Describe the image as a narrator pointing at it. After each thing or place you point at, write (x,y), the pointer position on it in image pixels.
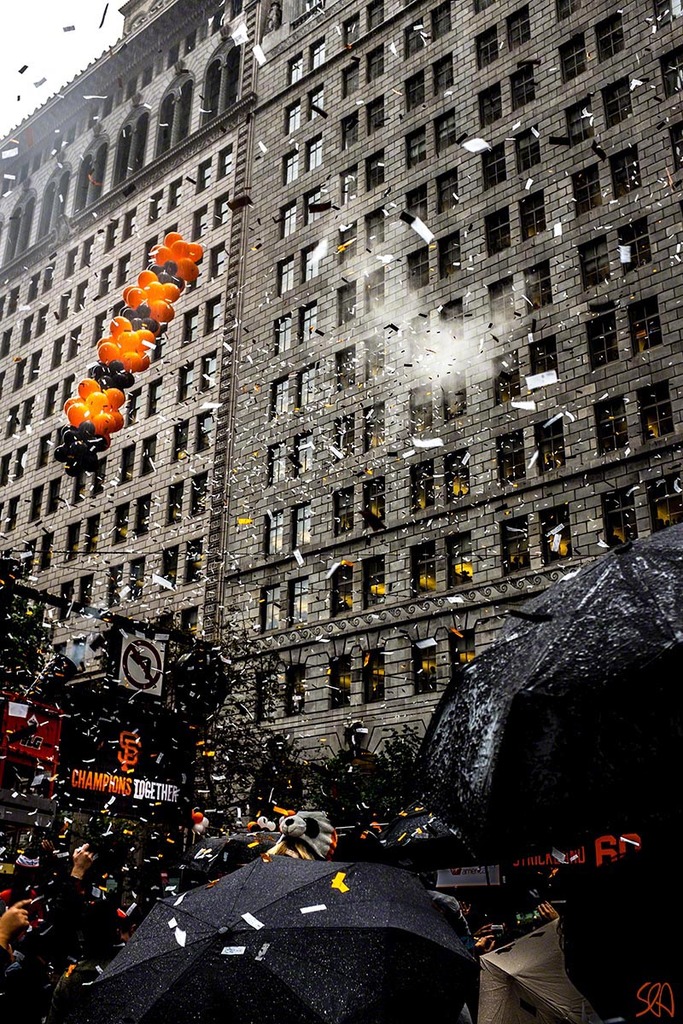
In this image we can see a high-rise building (493,275) there are some balloons (105,358) and papers (290,619), at the bottom of the image (308,857) there are some persons (325,837) standing and enjoying the party.
